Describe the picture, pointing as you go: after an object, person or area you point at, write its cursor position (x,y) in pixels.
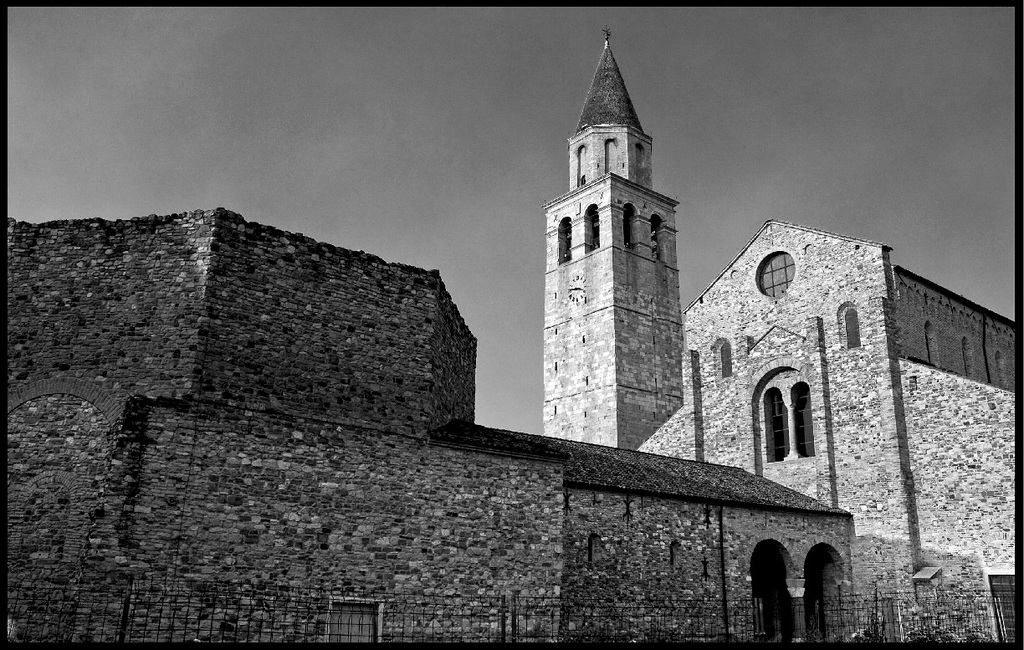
In this image I can see there is a fort (771,559), it has doors (771,559) and windows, the sky (692,296) is clear and the image is in black and white color.
